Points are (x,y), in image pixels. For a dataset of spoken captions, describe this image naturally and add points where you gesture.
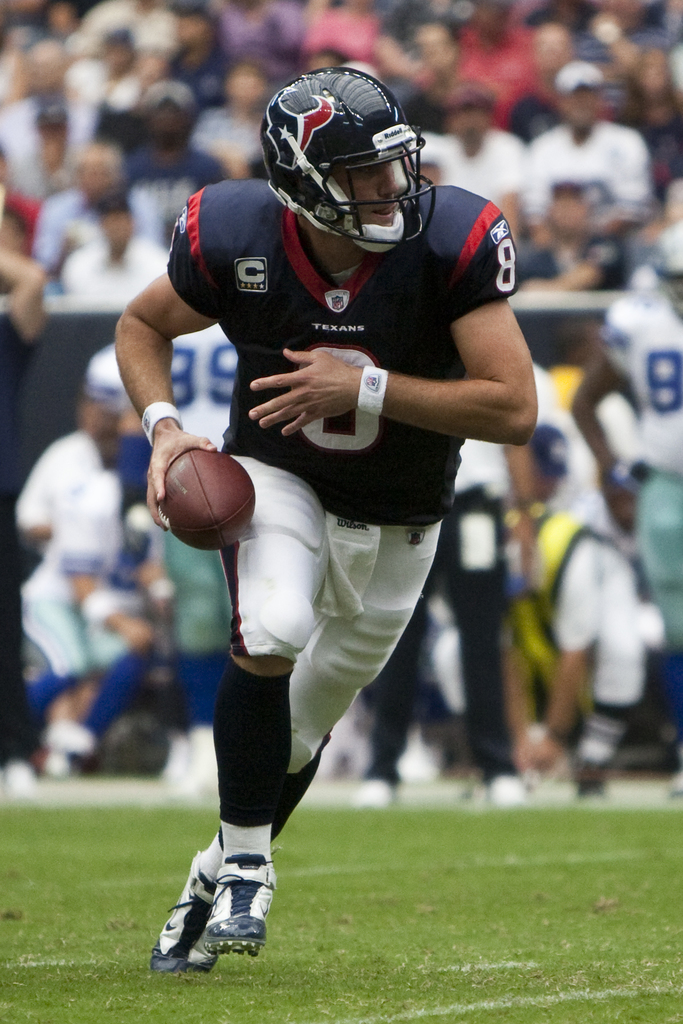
This picture is taken in the ground (543,906), In the middle (255,649) there is a man (305,488) holding a ball (230,505) which is in brown color, In the background (599,157) there are some people (571,519) sitting and watching the match.
